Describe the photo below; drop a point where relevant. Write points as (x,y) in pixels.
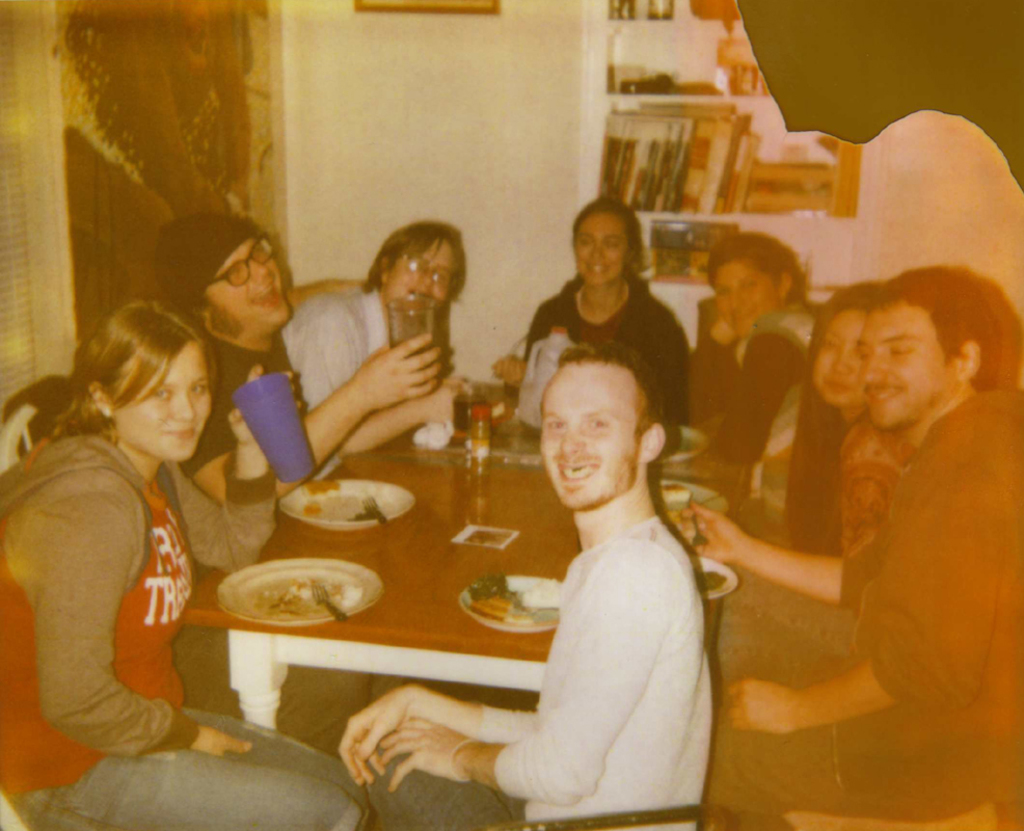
There is a group of people (713,333). They are sitting on a chair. There is a table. There is a plate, spoon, tissue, glass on a table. We can see the background (650,150) cupboard (659,286), books (678,186).
